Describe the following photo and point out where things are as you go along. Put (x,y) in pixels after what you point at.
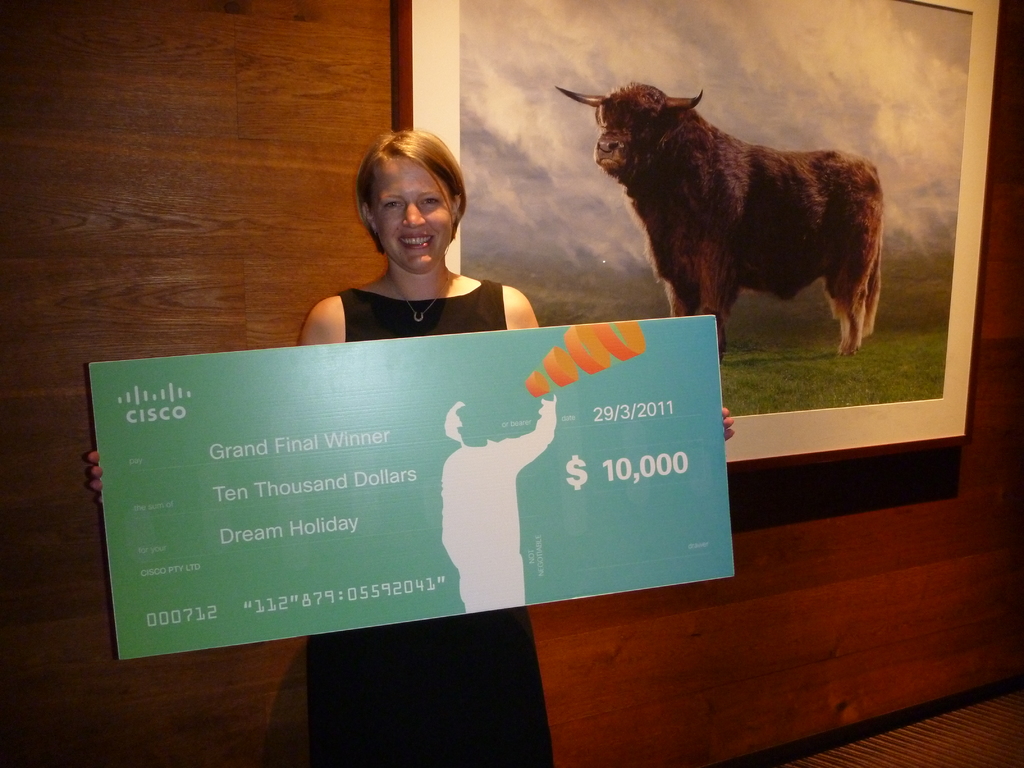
A woman (438,704) is holding board (418,507), there is photo frame (796,207) on the wall (107,51), this is bull (741,255).
